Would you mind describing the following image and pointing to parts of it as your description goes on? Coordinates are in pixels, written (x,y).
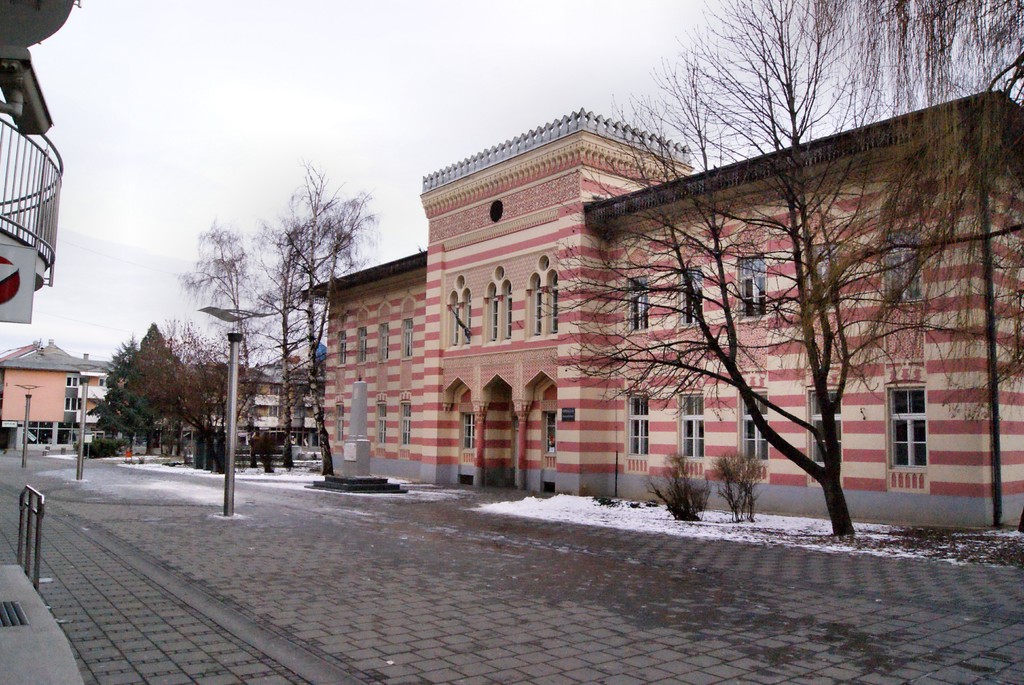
In this image there are some buildings (468,368), trees (1002,368), poles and some snow (235,496) on the road (309,641).
